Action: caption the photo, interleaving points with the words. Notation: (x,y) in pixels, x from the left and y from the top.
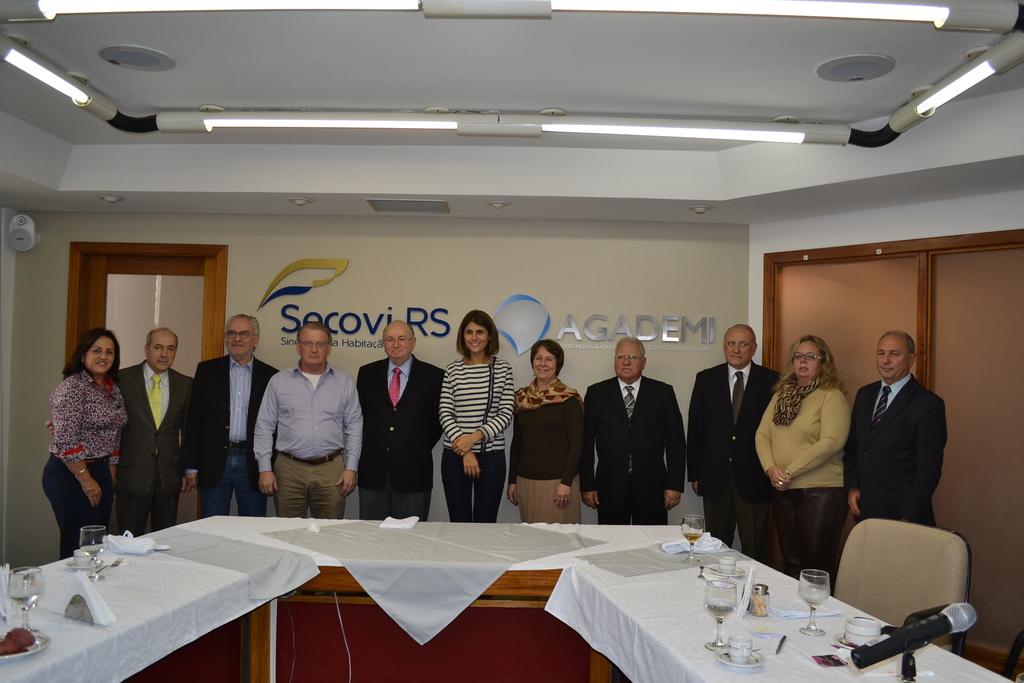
This image consists of so many people (534,416). There are tables (376,652) in this room (645,559) and there is a cloth (112,640) placed on the table (510,629). There is a chair (883,574). There are plates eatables (23,631) glasses (101,549) tissues (96,593) on this table (570,524). There are lights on the top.
